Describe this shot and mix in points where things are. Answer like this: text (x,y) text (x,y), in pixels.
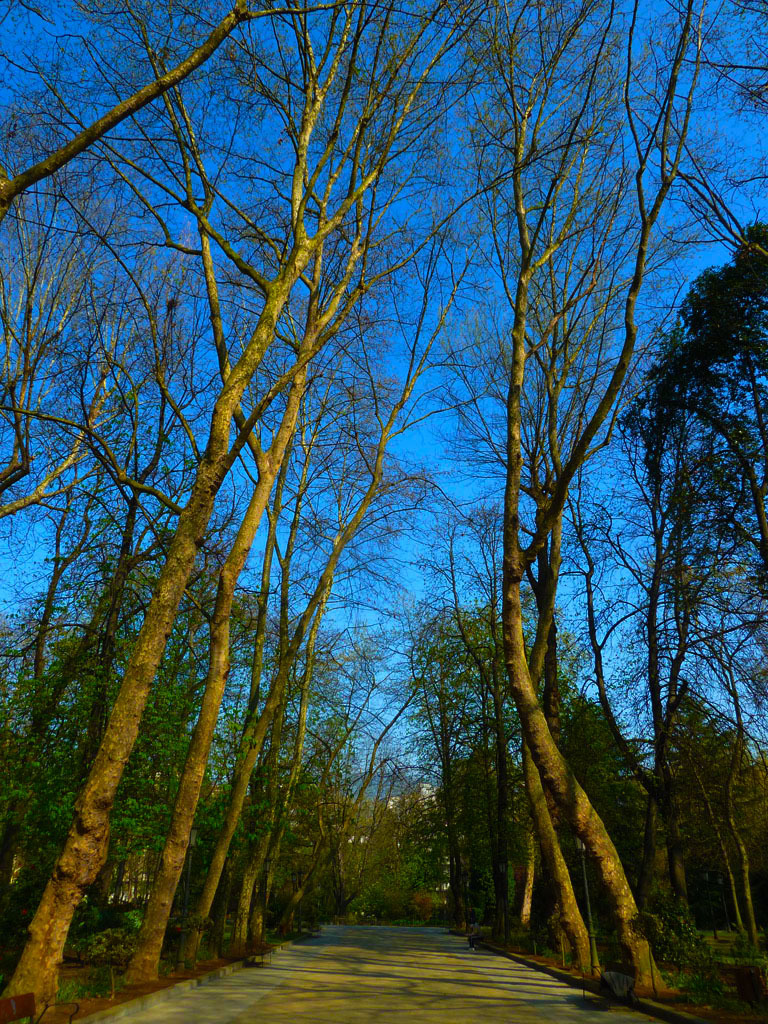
In this image in the middle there is a path (392,950). On both sides there are trees (532,598).
